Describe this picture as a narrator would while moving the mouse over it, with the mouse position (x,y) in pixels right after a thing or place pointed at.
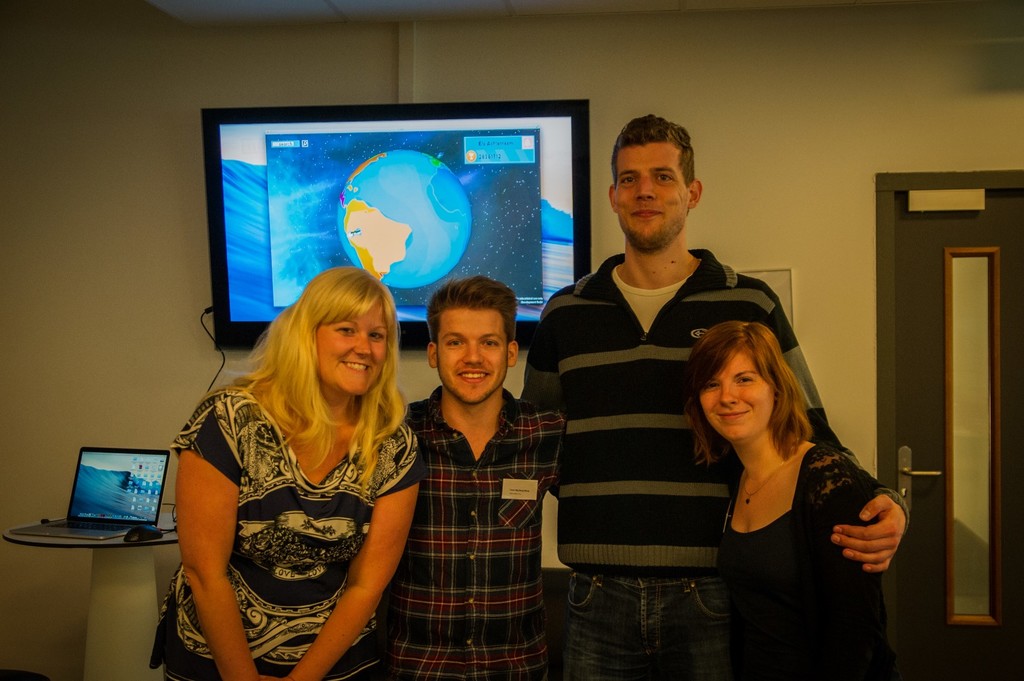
In this image we can see a group of people (552,429) standing. On the backside (151,484) we can see a laptop (145,498) and a mouse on a table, a television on a wall (196,304) and a door (988,460).
